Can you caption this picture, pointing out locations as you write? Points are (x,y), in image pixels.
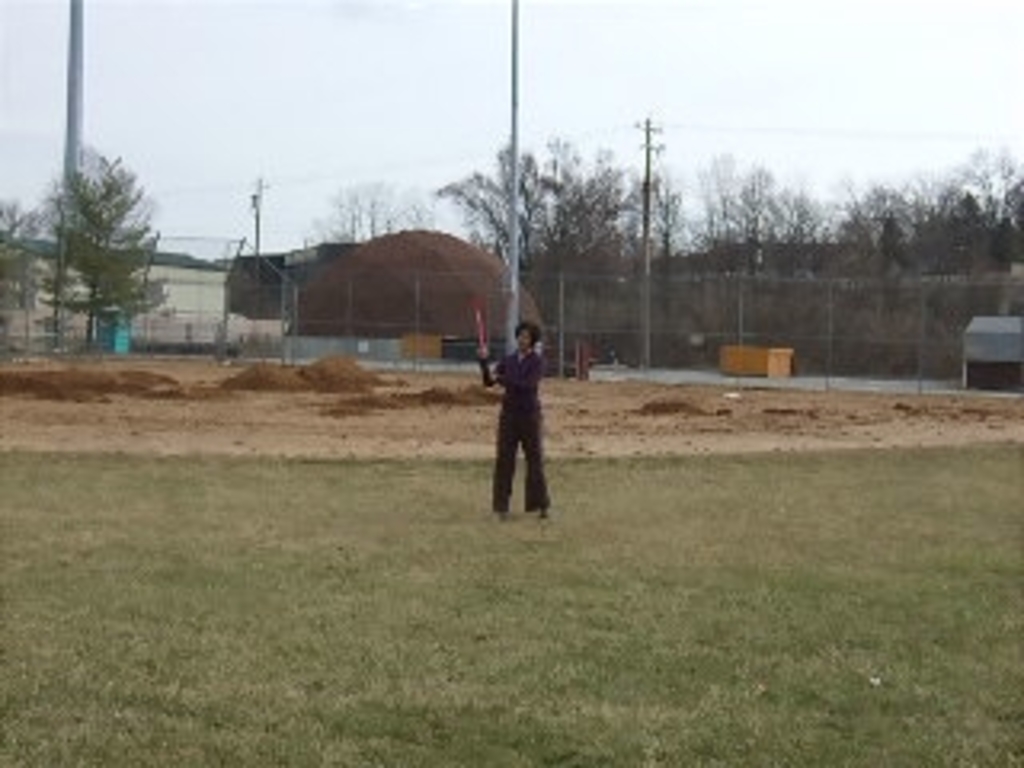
In this image there is a women (529,419) standing on the grass (1012,596), behind her there is a mud (60,423), also there are trees (999,271), electrical poles (57,246) and hut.
